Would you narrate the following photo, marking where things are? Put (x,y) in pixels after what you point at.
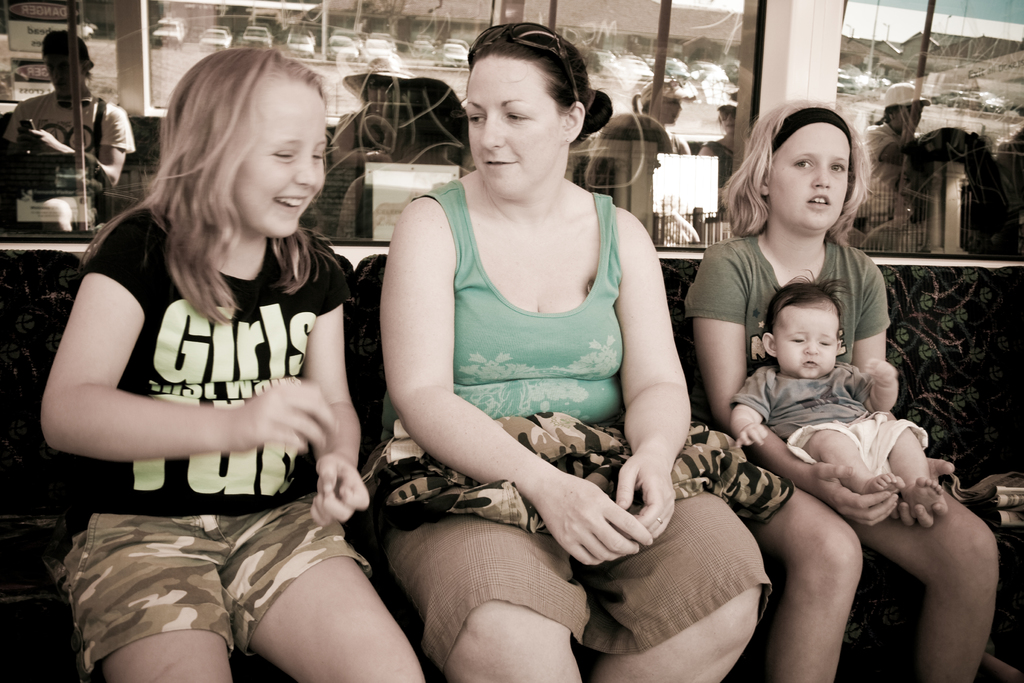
In the center of the image (413,369) three persons (532,357) are sitting on a chair (693,398). In the background of the image (369,74) we can see glass (734,63), wall (773,31), some cars (432,48) are present.
